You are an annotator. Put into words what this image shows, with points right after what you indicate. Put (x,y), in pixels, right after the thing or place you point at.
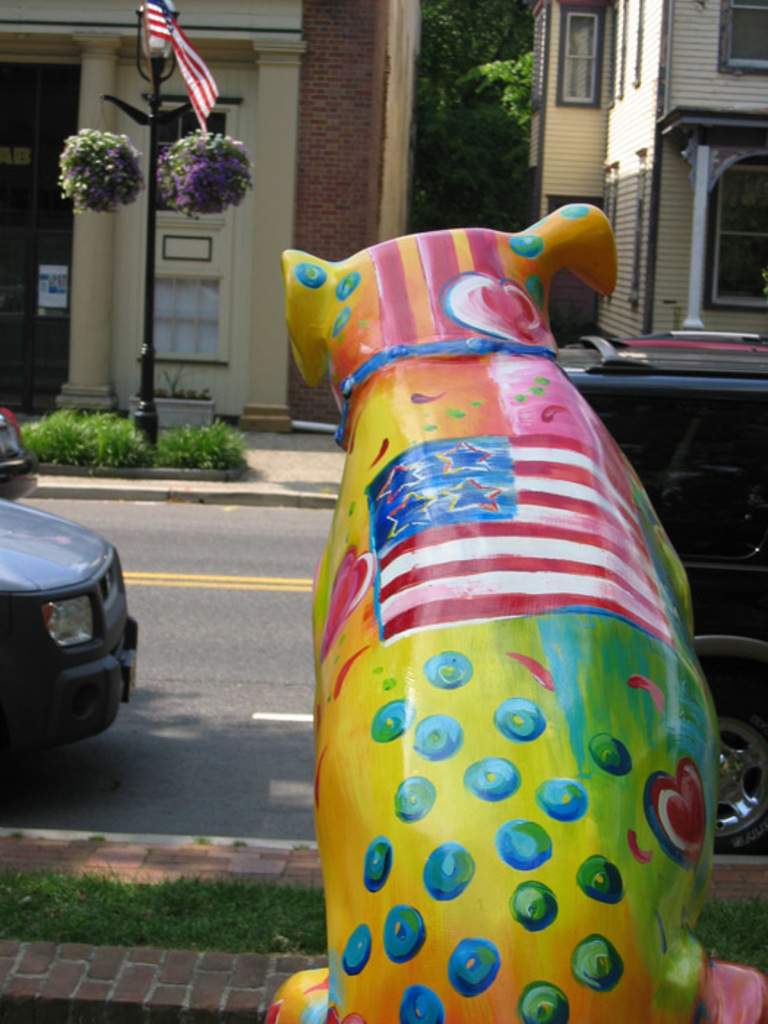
This image consists of buildings (356,239) at the top (300,204), cars (5,551) in the middle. There are trees (474,42) at the top (472,31).
